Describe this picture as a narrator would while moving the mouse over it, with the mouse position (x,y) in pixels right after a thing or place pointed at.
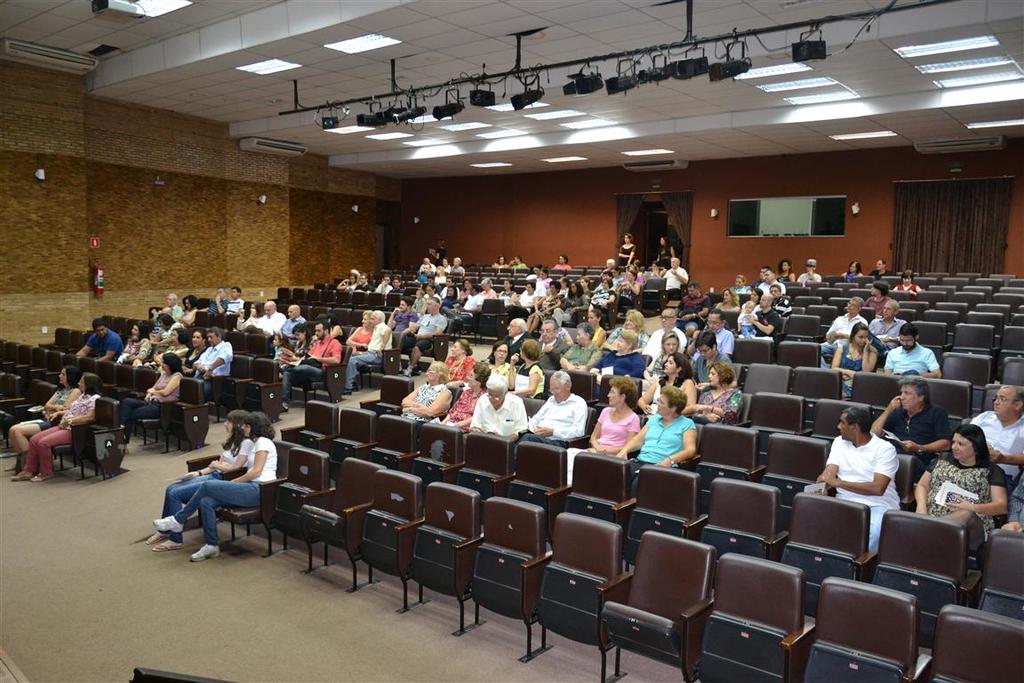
In the image I can see a hall (648,674) in which there are some people (377,335) who are sitting on the chairs (393,403) and also I can see some lights (792,67) to the roof (313,14).
